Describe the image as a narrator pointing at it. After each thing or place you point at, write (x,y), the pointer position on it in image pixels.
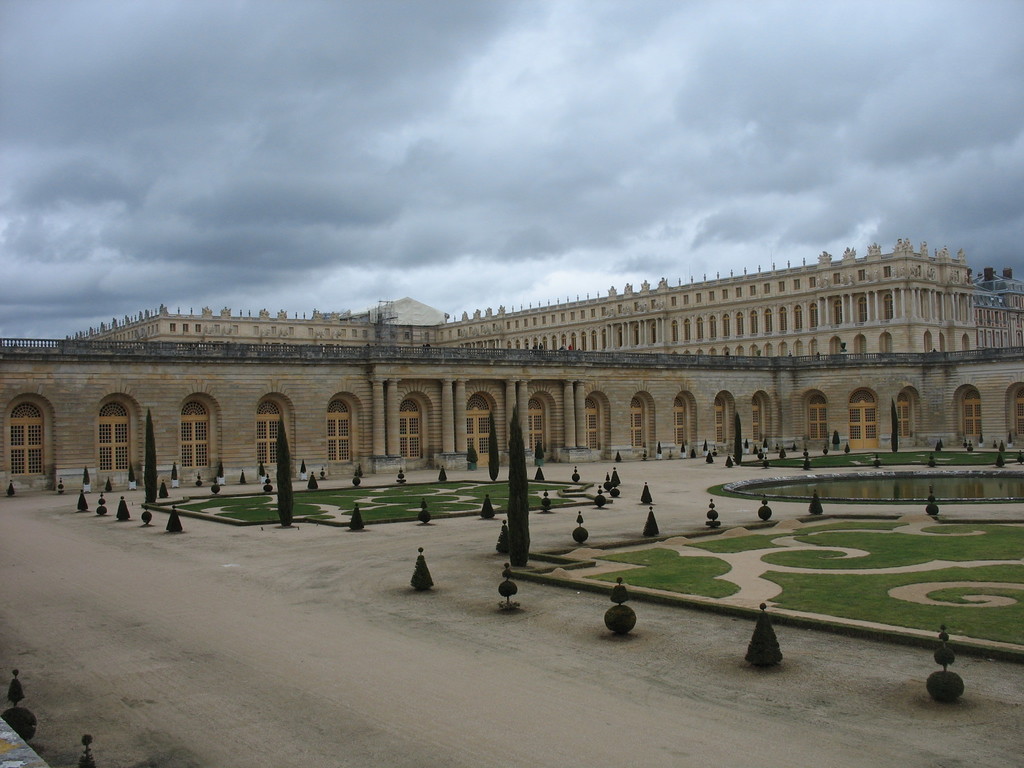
In this image it looks like it is a palace (528,353). In the foreground (769,633) there are plants (520,492) in the circular shape. At the top (468,85) there is sky (448,112) with the clouds (391,130).
